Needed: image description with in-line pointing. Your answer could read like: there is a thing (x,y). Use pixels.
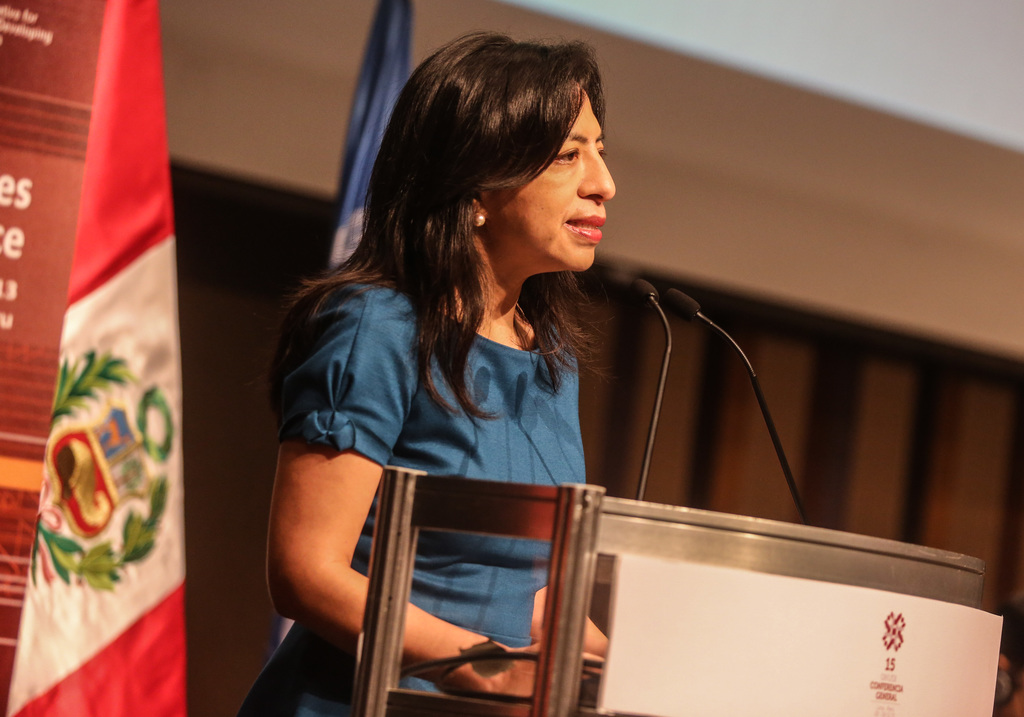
In this picture there is a woman (426,397) who is standing near to the speech desk (841,595) and mics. Behind her I can see two flags (123,500). On the left (45,435) there is a banner (48,279) which is placed near to the flags (74,412). In the background (789,310) I can see the wall (791,387) and blur image.
